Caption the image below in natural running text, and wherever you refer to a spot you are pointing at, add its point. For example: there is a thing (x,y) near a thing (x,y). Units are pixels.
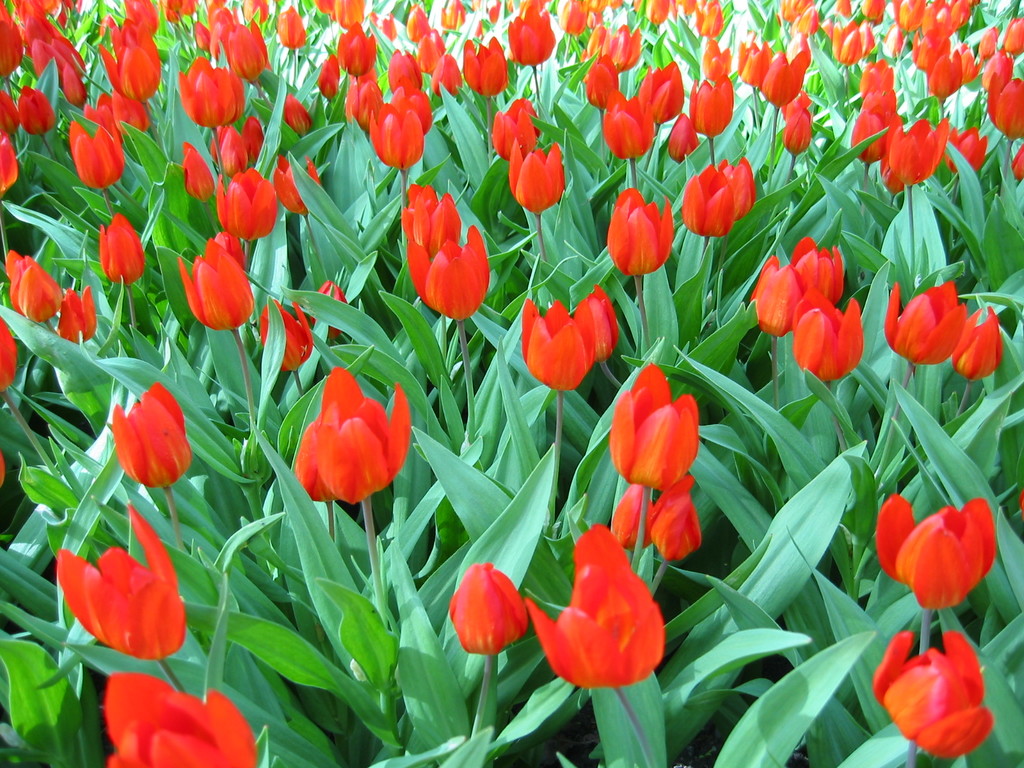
In this image we can see plants (392,628) with red colored Tulip flowers (135,272).
